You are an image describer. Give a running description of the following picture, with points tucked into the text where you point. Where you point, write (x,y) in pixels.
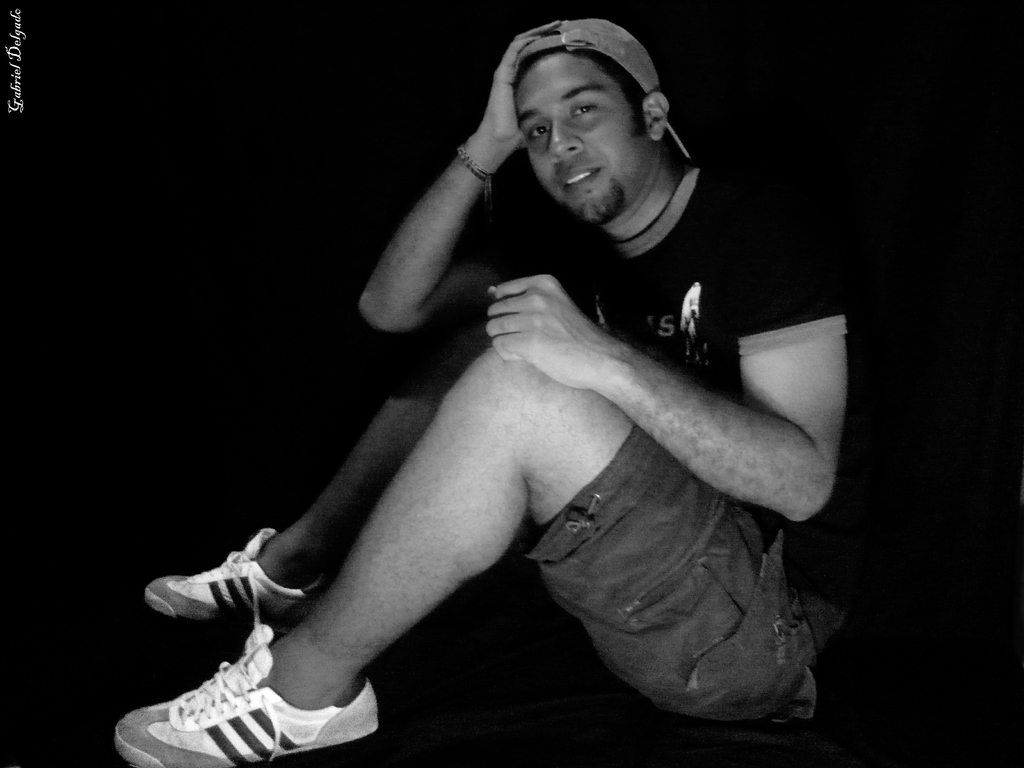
In the image there is a man (529,372) sitting. And there is a cap (648,65) on his head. In the top left corner of the image (15,110) there is a name (13,56).
